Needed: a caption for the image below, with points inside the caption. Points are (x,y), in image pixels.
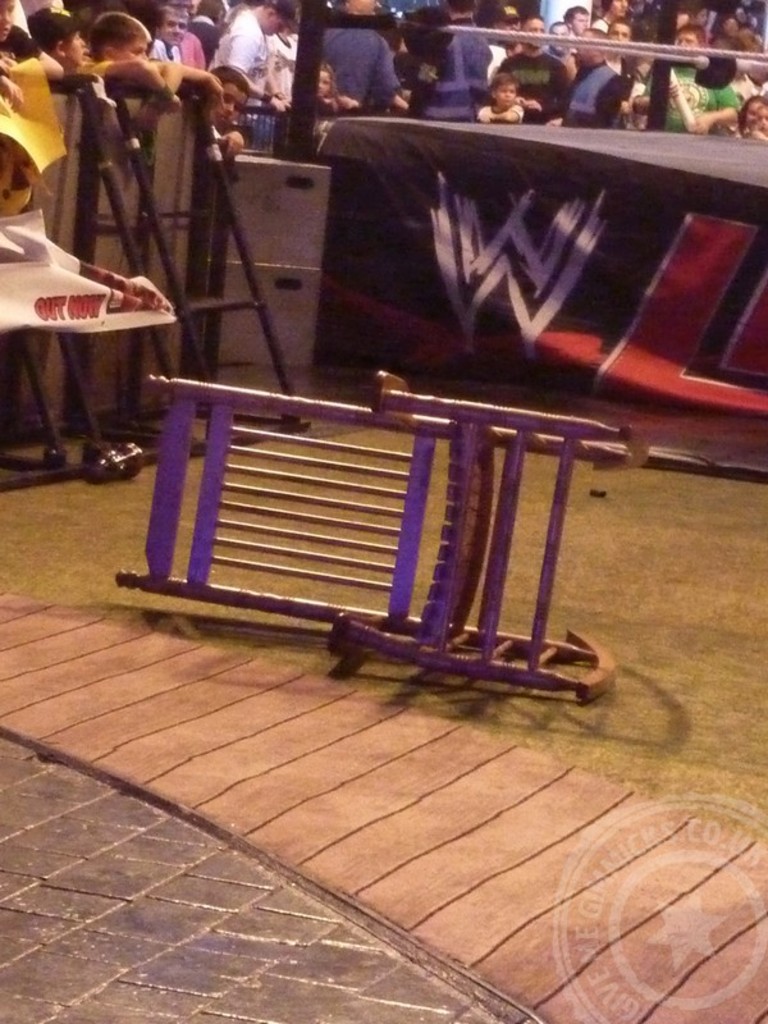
Here we see a group of people (499,57) and we see a chair (346,613).
